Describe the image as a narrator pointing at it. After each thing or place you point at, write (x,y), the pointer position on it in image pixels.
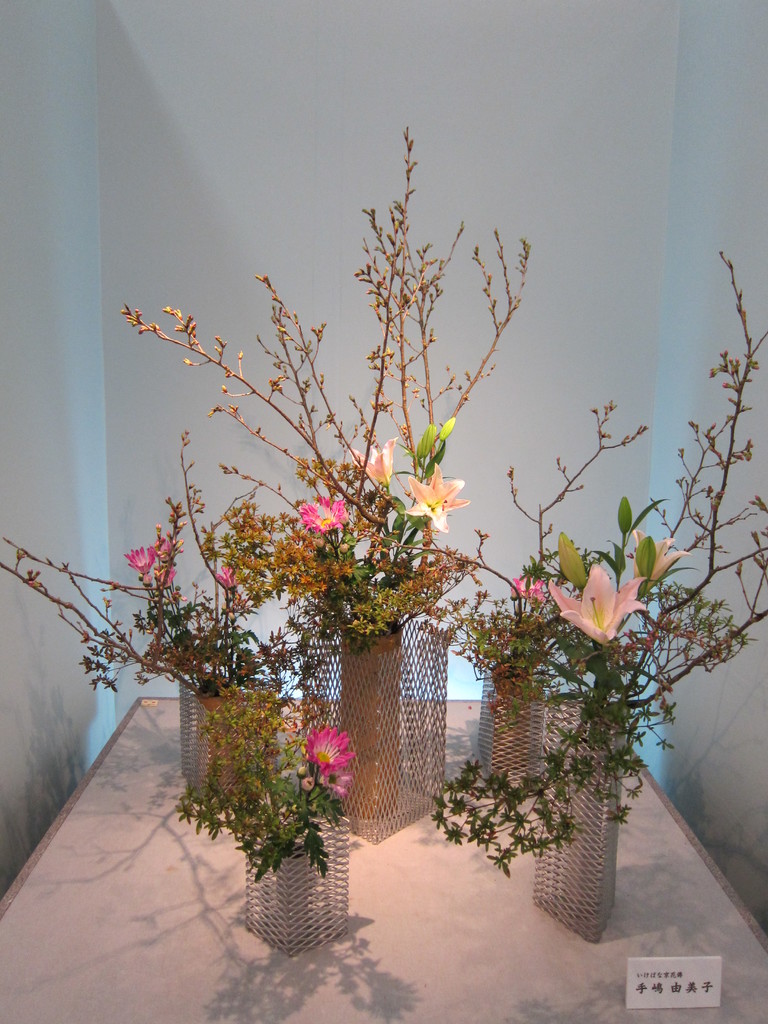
In this picture I can observe flowers (233,733) placed in the flower vases (388,668) on the table (65,901). In the background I can observe wall (243,233).
